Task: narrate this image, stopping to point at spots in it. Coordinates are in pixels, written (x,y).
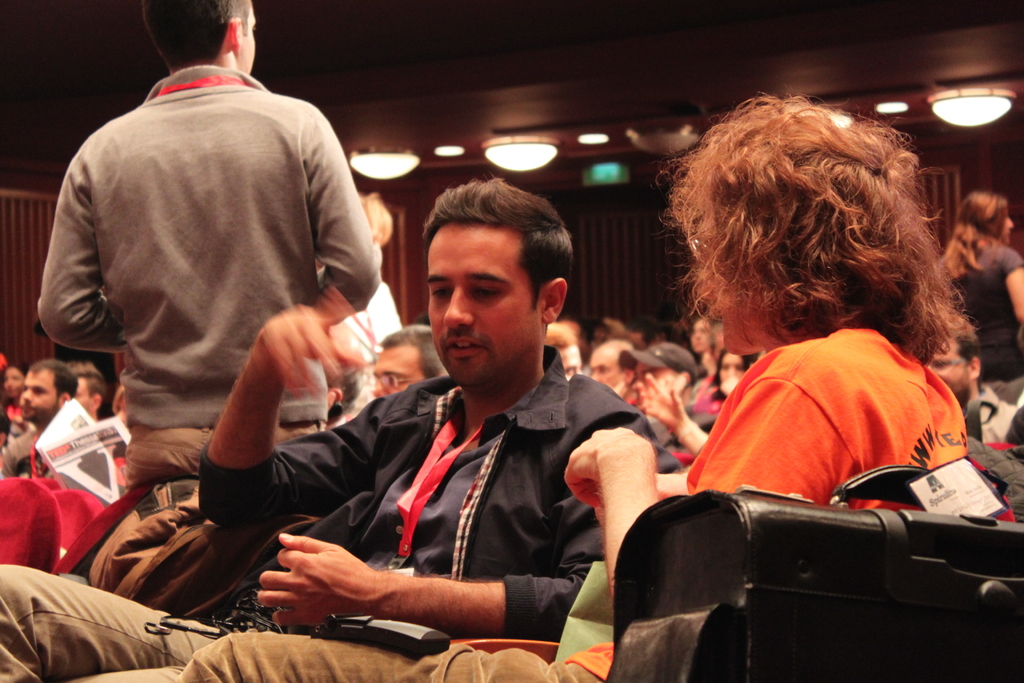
In the image there is a man (501,553) sitting and around his neck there is a tag (433,471). Beside him there is another person (728,487) sitting. Behind him there is a man (141,224) standing. In the background (405,381) there are few people (16,386) sitting. In the background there are lights (382,158) on the roof (871,77).
